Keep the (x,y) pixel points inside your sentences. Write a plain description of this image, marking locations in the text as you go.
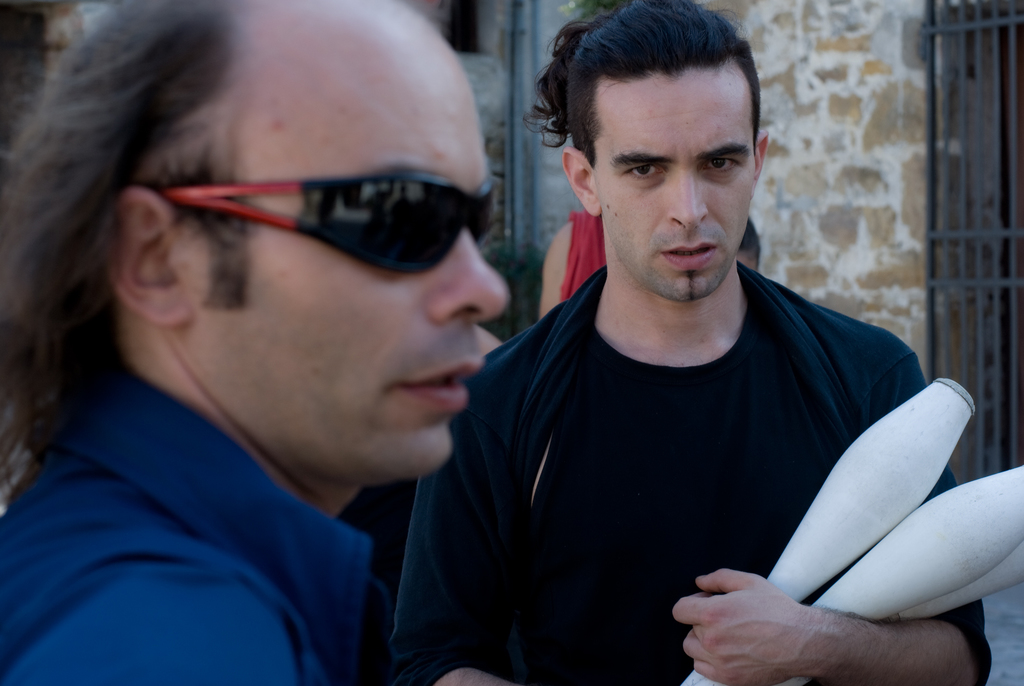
In the center of the image (579,329) we can see a man (787,484) is standing and holding the objects (858,545). On the left side of the image (307,465) we can see a man (171,341) is standing and wearing goggles (412,223). In the background of the image (859,151) we can see the wall (831,146) and grilles (982,228).
